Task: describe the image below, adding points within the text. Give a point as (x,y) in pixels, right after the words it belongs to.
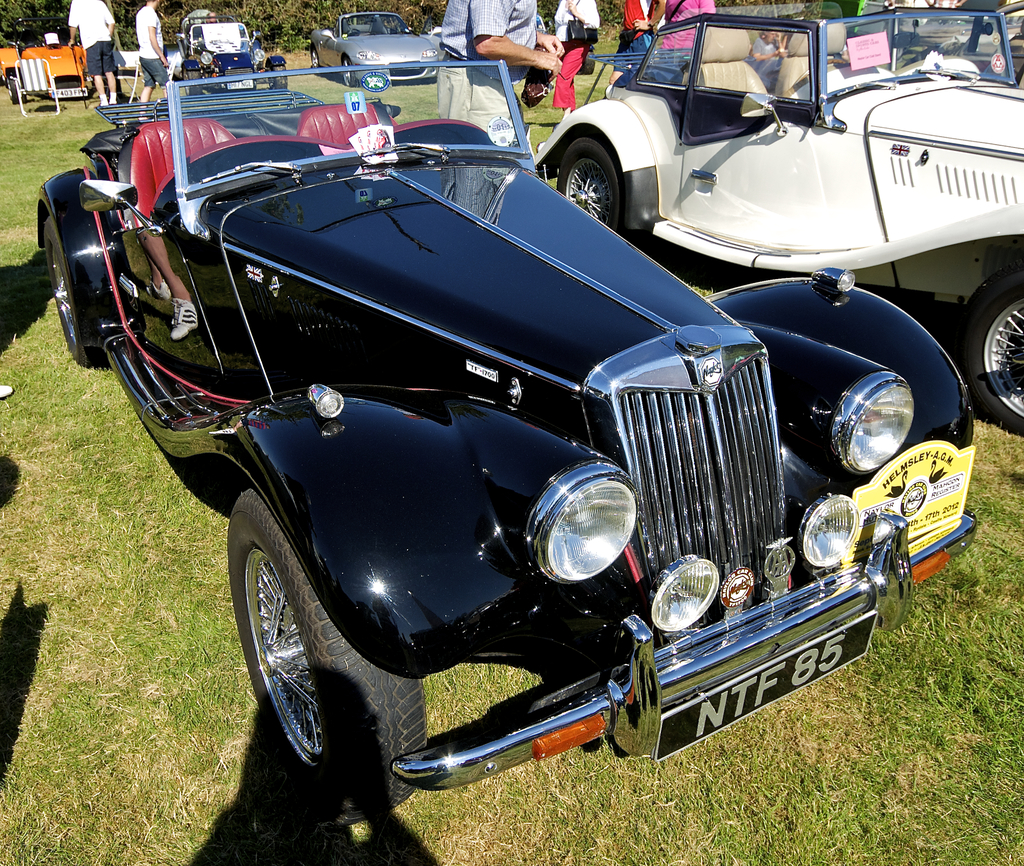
In the center of the image (431,410) there are cars (712,50). In the background (529,44) there are people (661,11) and cars (317,48). We can see a chaise lounge (33,87). At the bottom (227,663) there is grass (219,669).
